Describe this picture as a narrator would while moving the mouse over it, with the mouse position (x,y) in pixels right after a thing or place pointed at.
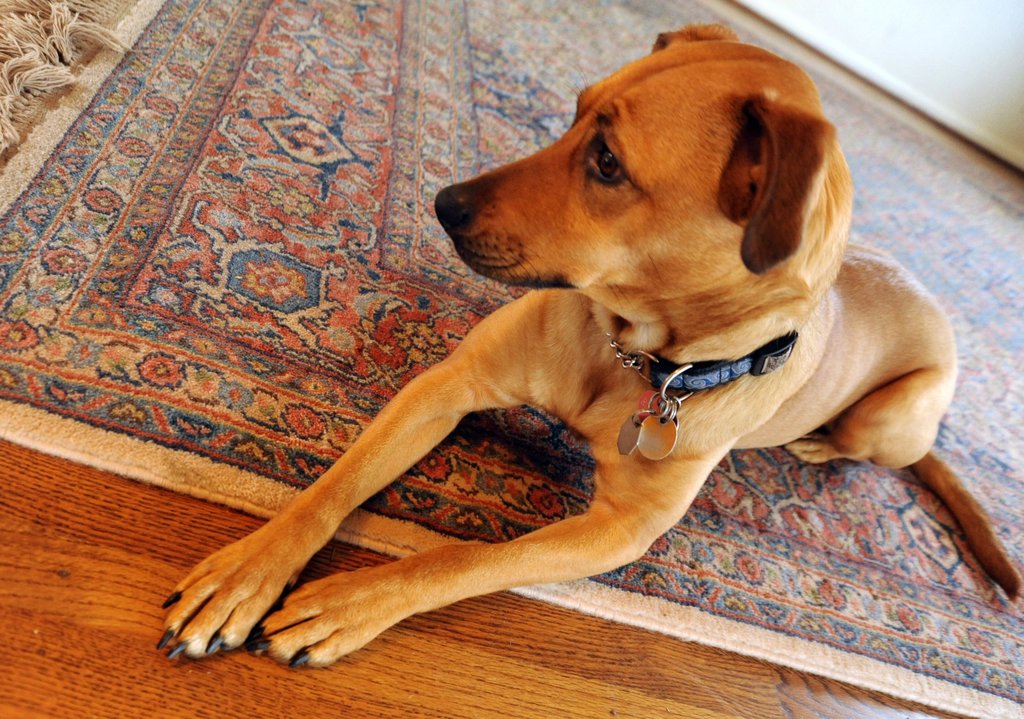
In this image, in the middle (639,374), we can see a dog (904,383) sitting on the mat (171,353). In the background (958,125), we can see a wall (899,72). In the left corner (17,58), we can also see another mat (5,116). At the bottom (512,693), we can see a floor (400,710).
